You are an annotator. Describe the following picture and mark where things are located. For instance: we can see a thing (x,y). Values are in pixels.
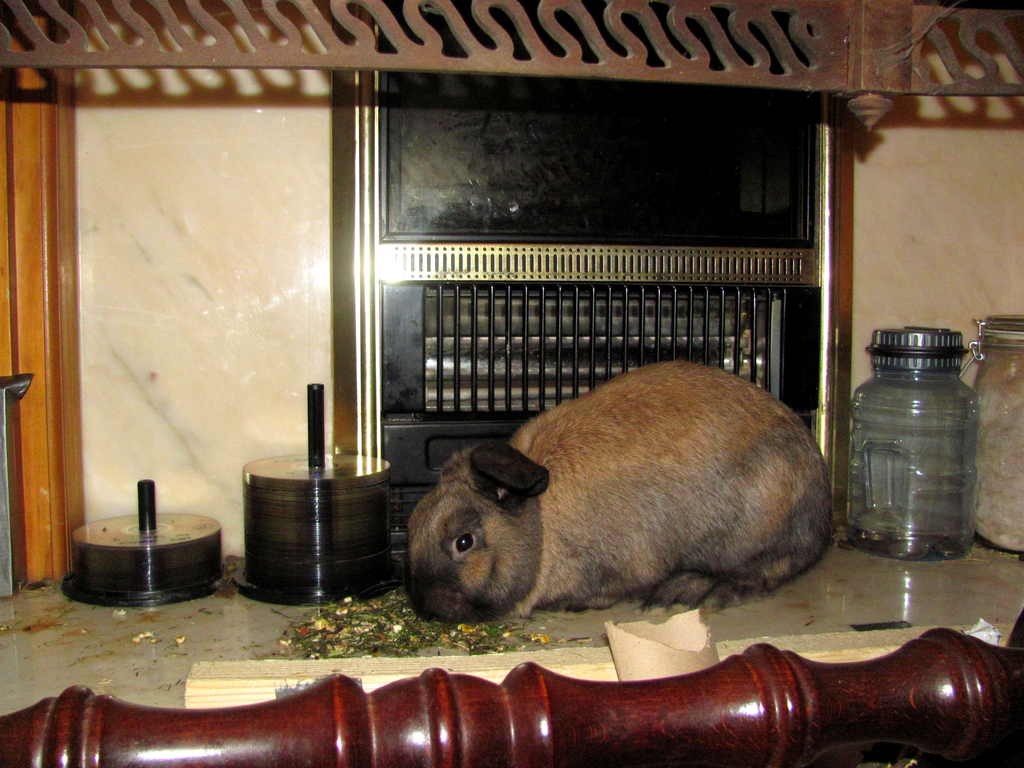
In the image we can see an animal (574,483), pale brown and black in color. Here we can see the glass jars (940,436), compact disc (253,575), fence (561,328) and wooden furniture (508,44).
